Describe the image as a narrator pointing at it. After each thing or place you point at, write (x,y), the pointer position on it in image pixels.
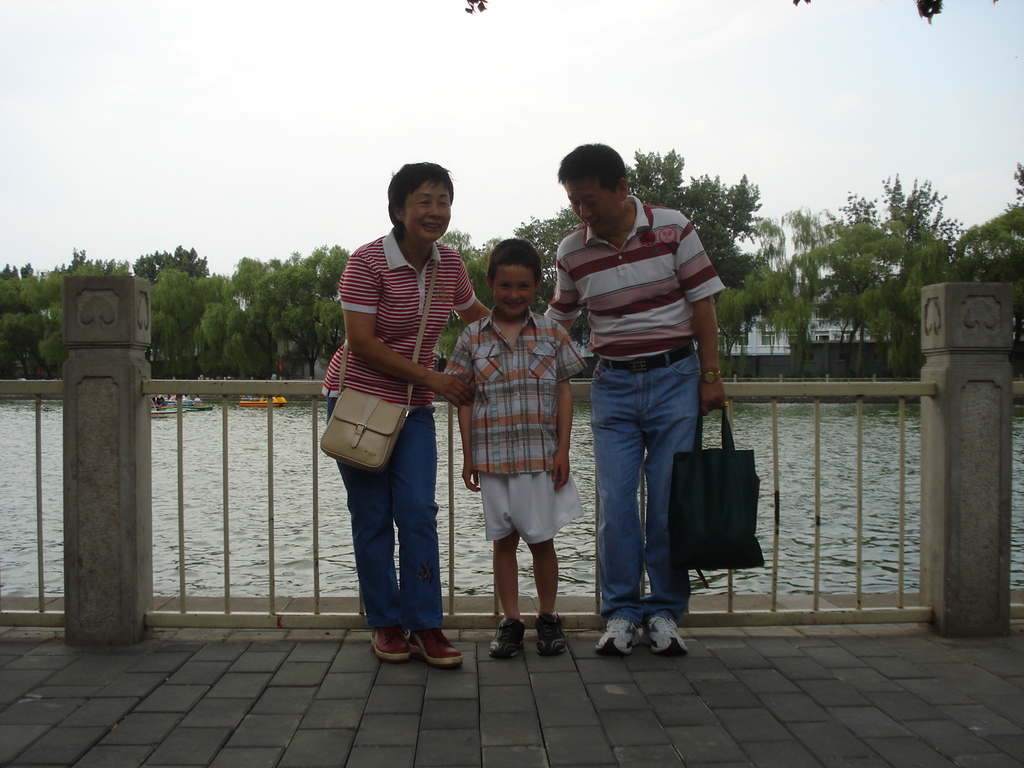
There are people (611,604) standing, he is holding a bag (699,435) and she is carrying a bag (350,422). We can see fence (148,496). In the background (851,503) we can see boats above the water (850,502), trees (236,359), building (851,316), wall (820,343) and sky (814,165).
